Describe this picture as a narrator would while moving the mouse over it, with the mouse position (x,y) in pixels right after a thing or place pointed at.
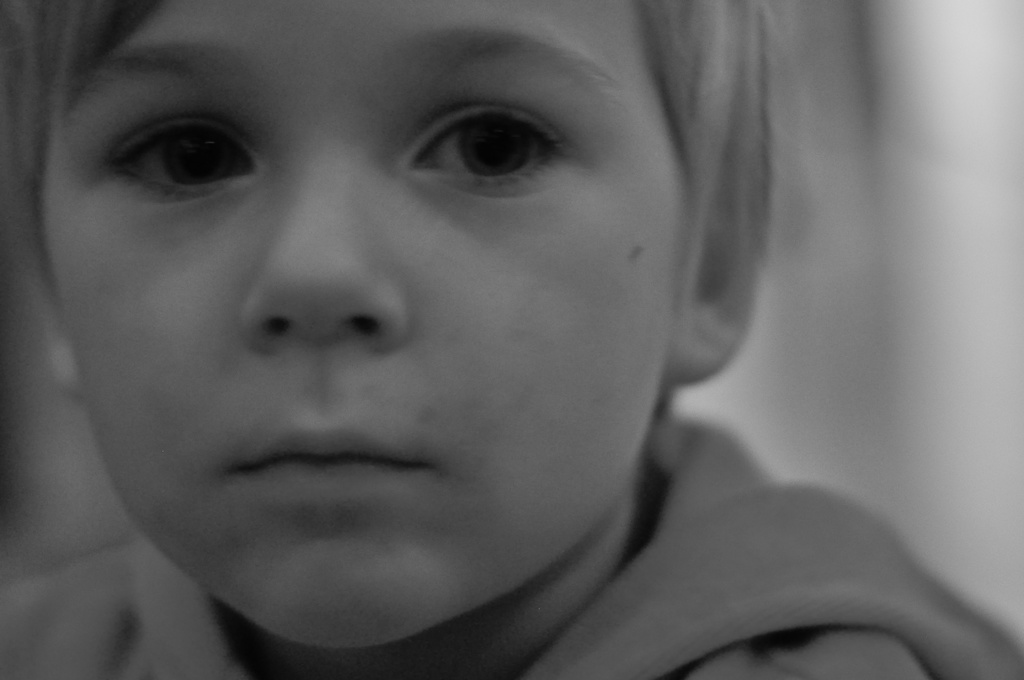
In this picture there is a small boy (475,249) in the image.
